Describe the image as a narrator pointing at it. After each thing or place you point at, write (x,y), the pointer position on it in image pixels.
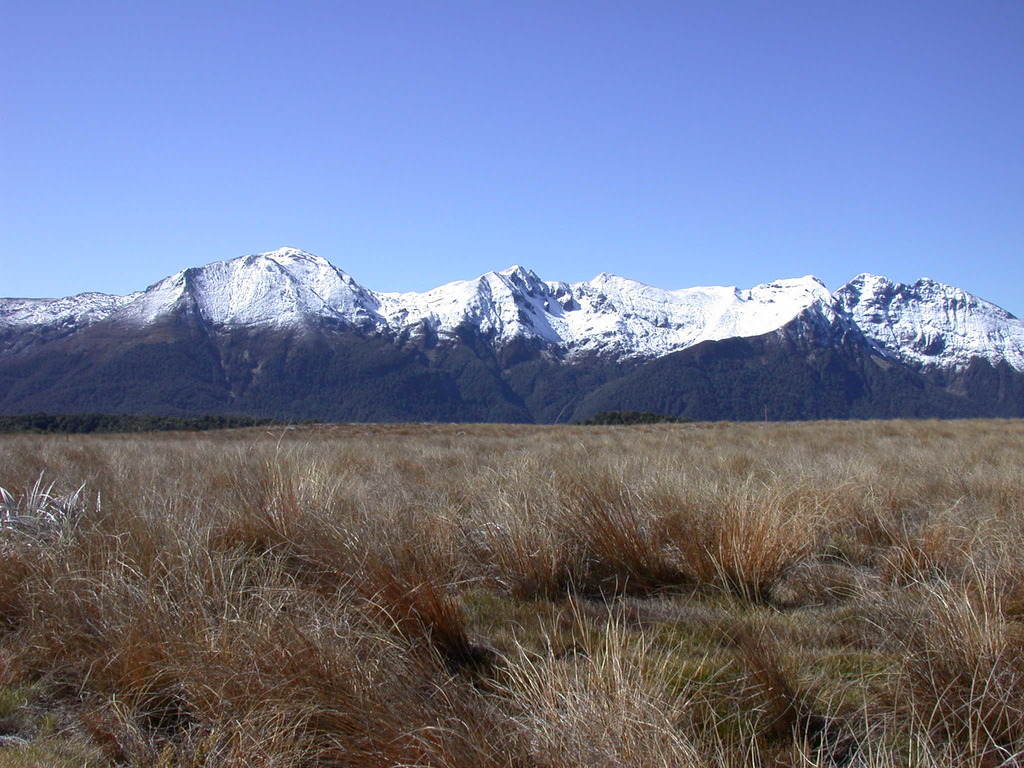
In this image, we can see grass (472,487) and in the background (512,355), there are mountains (483,338) and at the top (317,130), there is sky (311,137).
